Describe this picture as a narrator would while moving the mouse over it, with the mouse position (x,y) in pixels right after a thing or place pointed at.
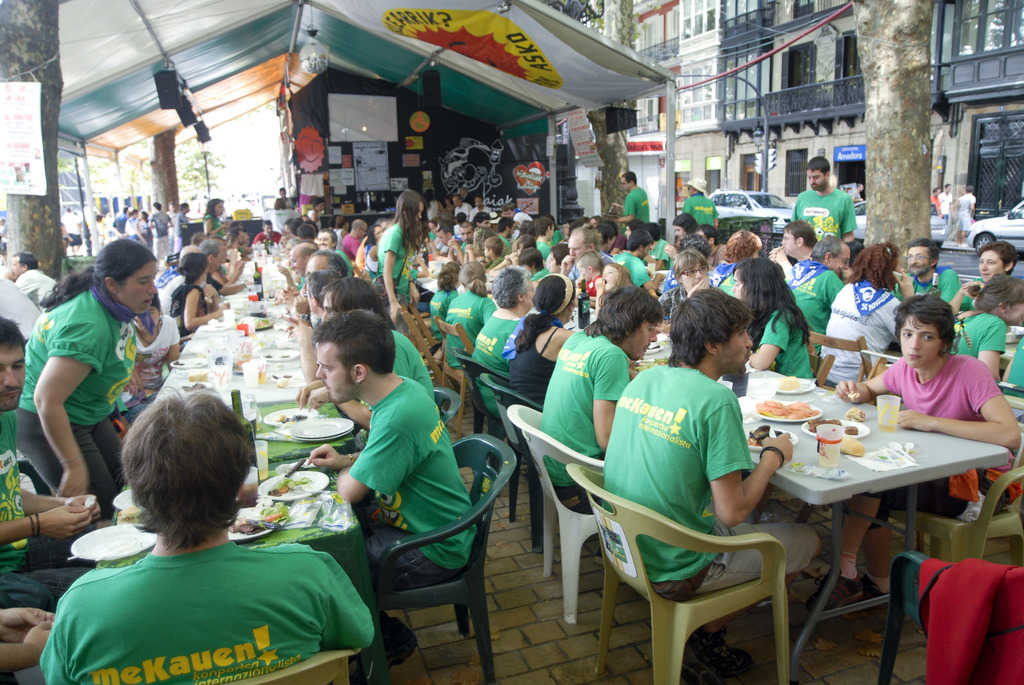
In this image there are the group of persons (320,317) sitting around the table (885,440), on the table (868,407) there is a plate (790,390) and glasses (826,431) and food items (805,415) kept on the table (329,475) and there is a tent (204,38) and on the right side (854,62) building (786,95) visible and there are some vehicle (983,227) kept on the road (960,259).
